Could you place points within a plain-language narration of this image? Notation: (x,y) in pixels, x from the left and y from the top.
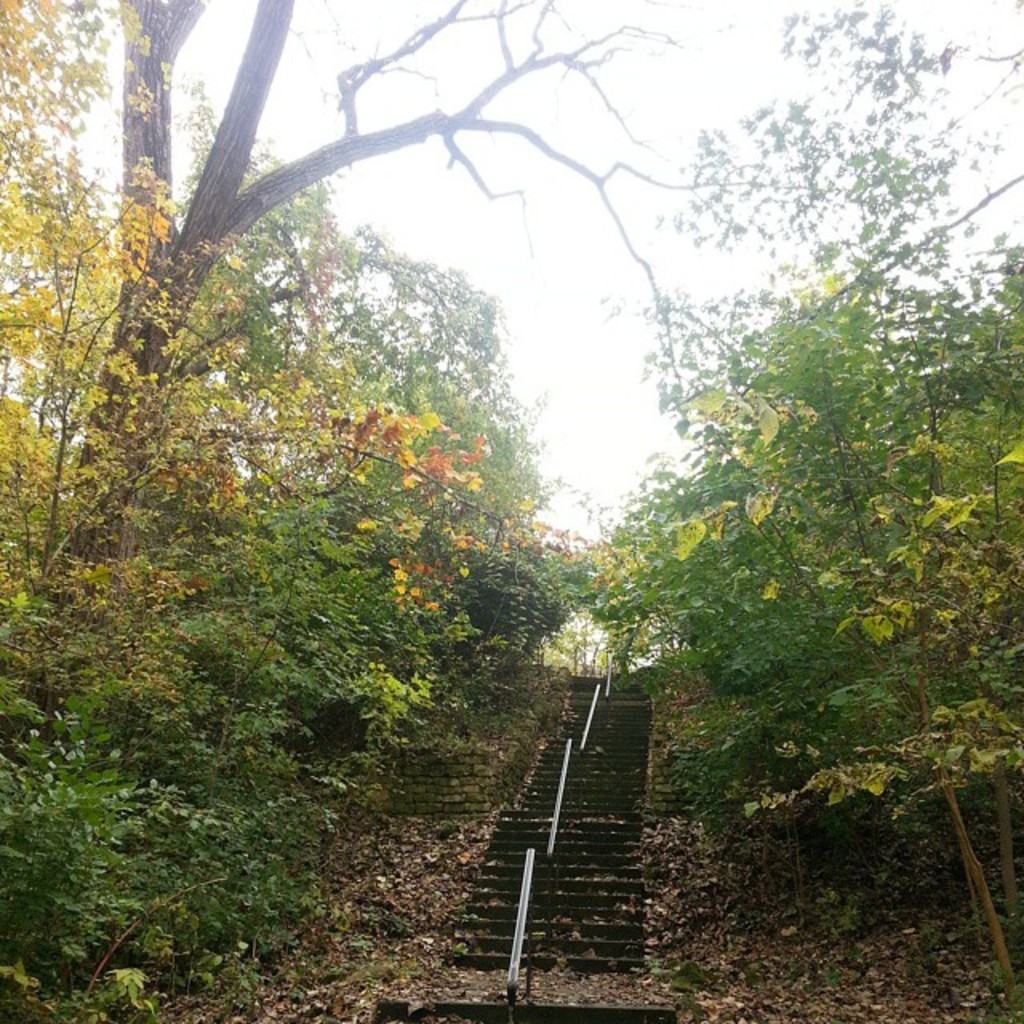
On the left side of the image (310,409) and right side of the image (956,608) there are trees (623,566). In the middle of the image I can see dried leaves (477,865) and stems (571,899). In the background of the image (651,156) there is a sky (615,128).
